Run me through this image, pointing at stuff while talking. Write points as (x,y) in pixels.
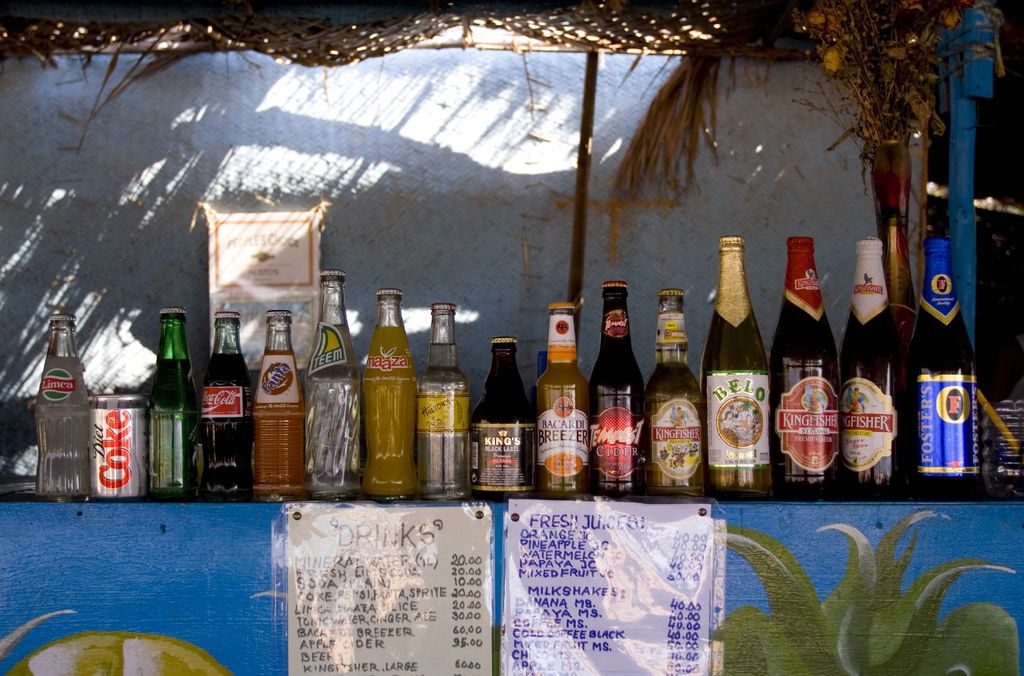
There are different types of drink bottles (436,412) and wine bottles (552,443), placed on the table (105,505) and there are two papers (374,577) stuck to the table (746,576). In the background (445,182) there is a wall (425,187) and a stick (586,128) here.
